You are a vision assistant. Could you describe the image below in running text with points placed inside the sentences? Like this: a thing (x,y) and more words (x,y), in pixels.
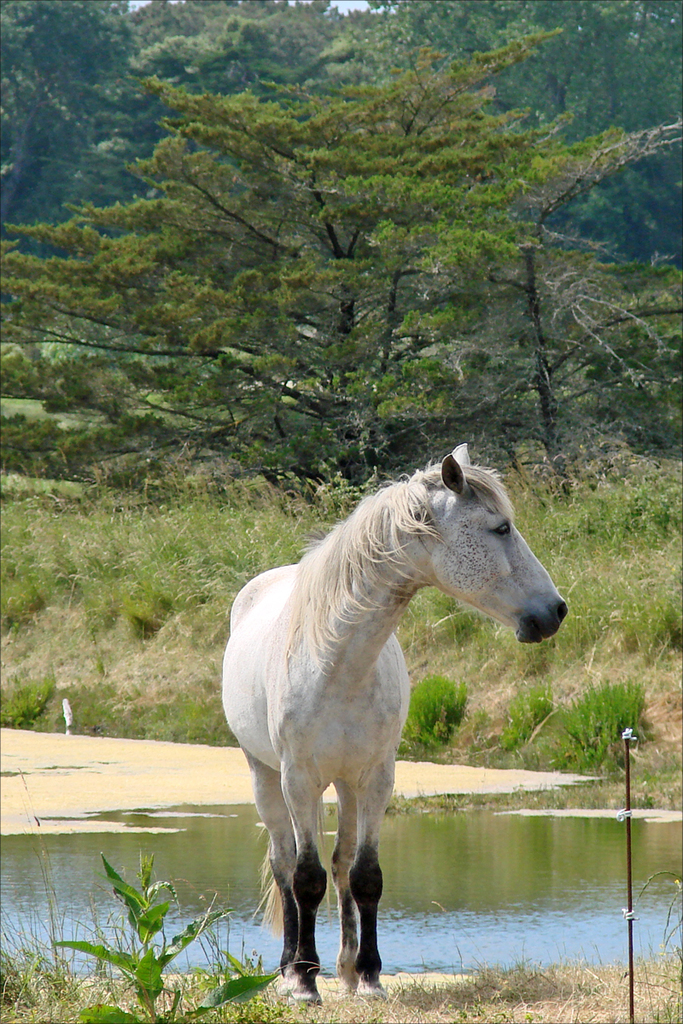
In this image, we can see a horse (284,621) and in the background (312,280), there are trees (389,354). At the bottom (475,884), there is water (491,882) and ground (552,539) covered with grass (168,571).
